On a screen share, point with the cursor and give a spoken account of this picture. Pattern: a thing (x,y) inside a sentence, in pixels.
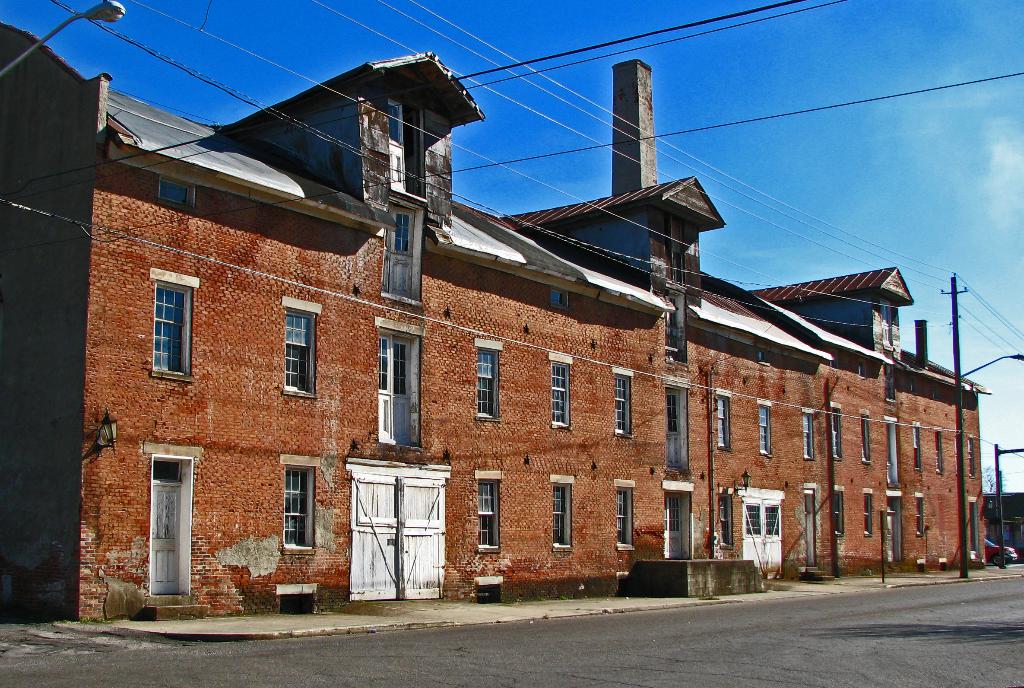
In this image there is a building (481,446). There are windows (305,508) and doors (410,527) to the walls (740,425) of the building (743,406). At the bottom (846,641) there is a road (883,638). In the background (994,546) there is a car (1007,548) moving on the road (961,643). Beside the road (944,662) there are street light poles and electric poles (954,284) on the walkway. At the top (584,10) there is the sky (724,47). There are cables (471,49) in the air (682,141).
